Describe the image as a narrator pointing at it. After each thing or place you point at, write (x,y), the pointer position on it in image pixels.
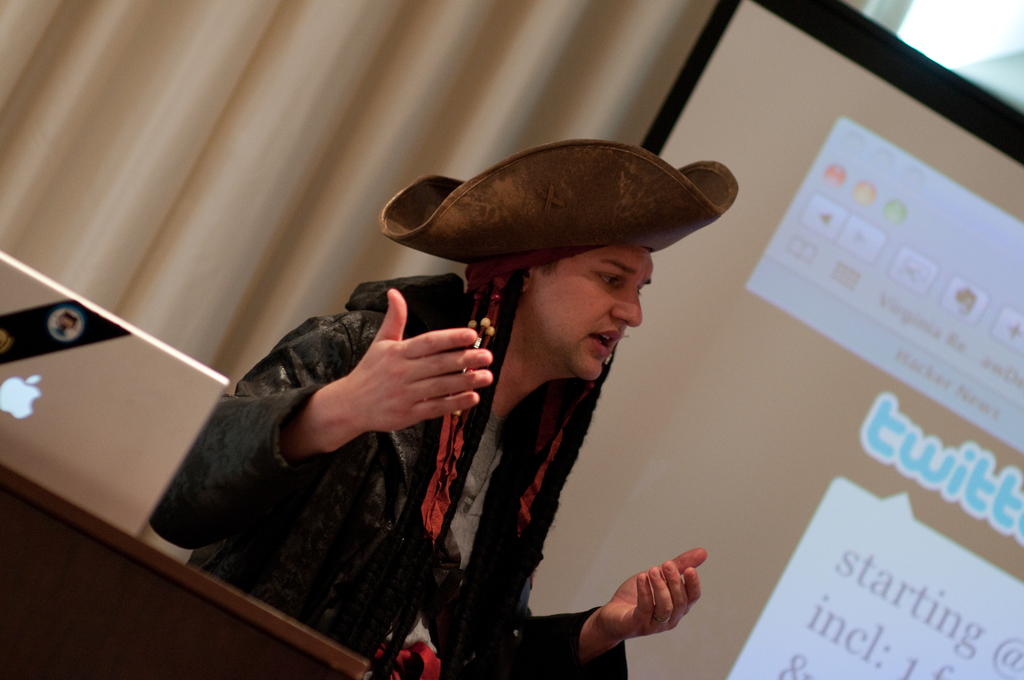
In this image we can see a man (497,320). He is wearing, black jacket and brown hat (641,190). We can see the laptop (58,442) on wooden surface (132,578) in the left bottom of the image (83,554). We can see a screen (776,320) and curtain (362,92) in the background of the image (212,80).
